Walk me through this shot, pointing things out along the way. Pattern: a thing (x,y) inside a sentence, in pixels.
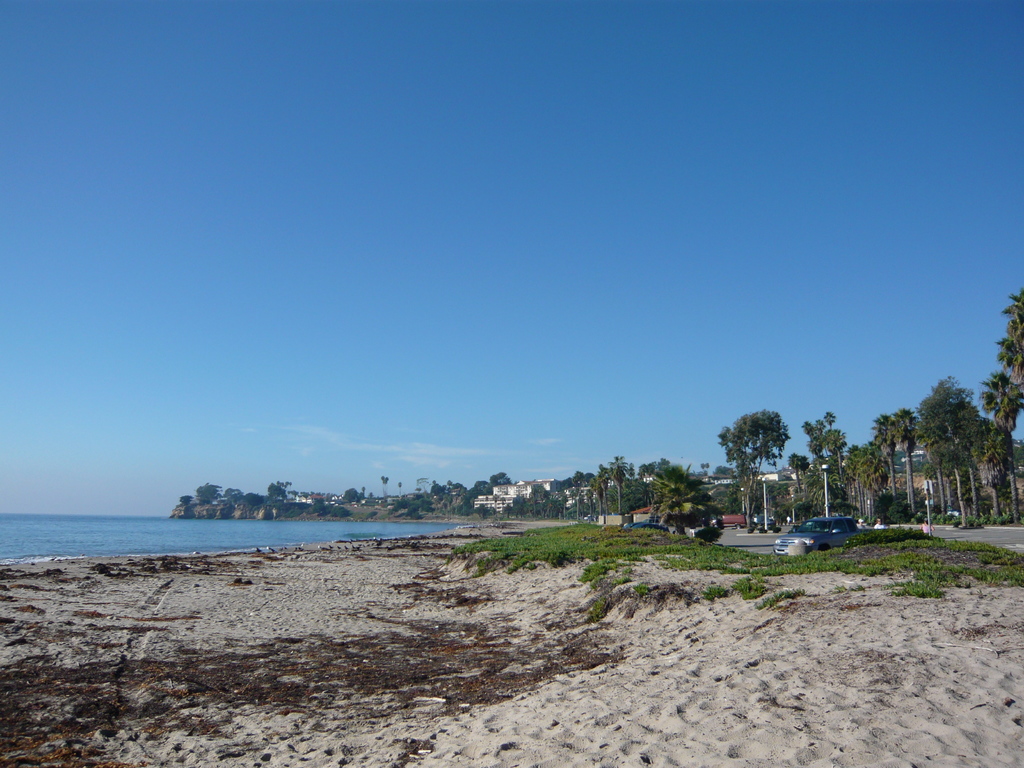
The image is taken near a beach (547,590). In the foreground of the picture (352,596) we can see sand (572,690) and grass (844,569). In the middle of the picture (616,490) there are trees (695,493), buildings (612,522), vehicles (744,519) and water body (49,550). At the top (537,190) it is sky (530,301).
